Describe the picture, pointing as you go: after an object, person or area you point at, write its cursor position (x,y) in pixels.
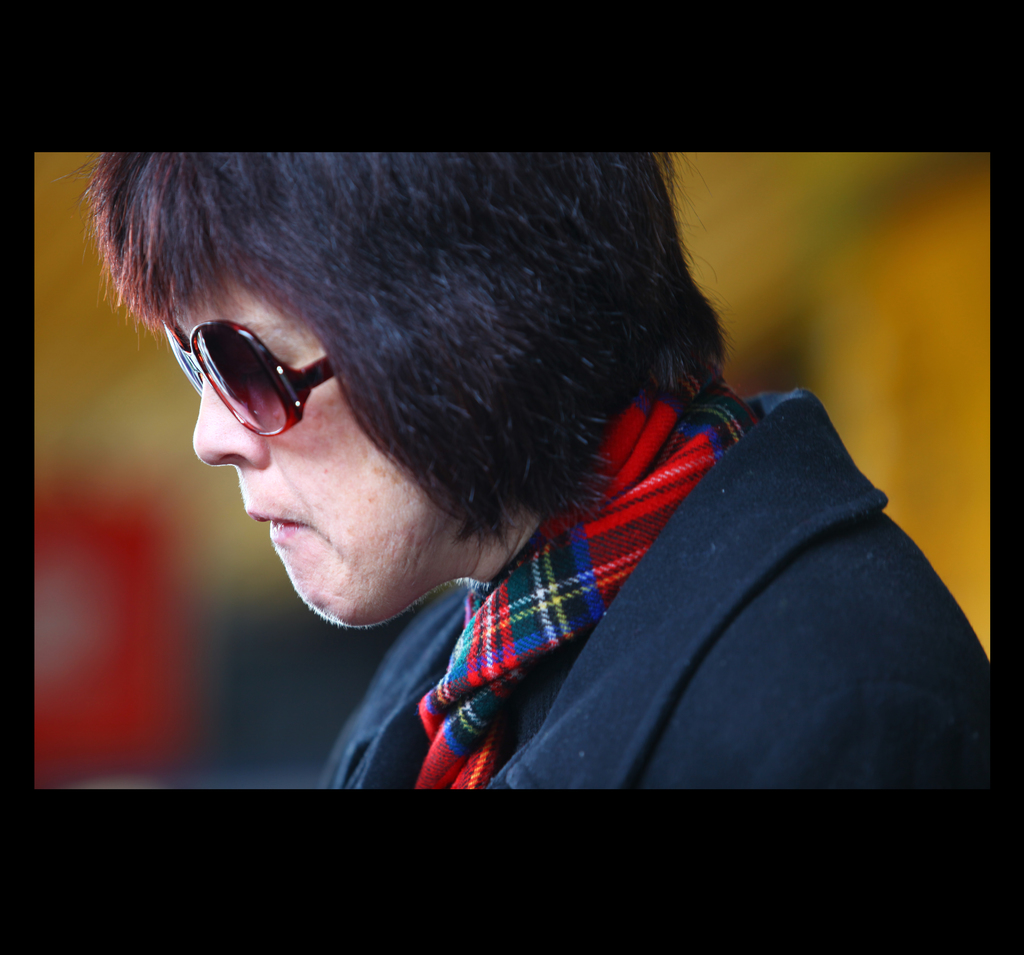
In this image, we can see a human (593,503) wearing goggles (298,406), scarf (562,570) and jacket (797,613). Background (173,626) there is a blur view. The borders of the image, we can see black color.
